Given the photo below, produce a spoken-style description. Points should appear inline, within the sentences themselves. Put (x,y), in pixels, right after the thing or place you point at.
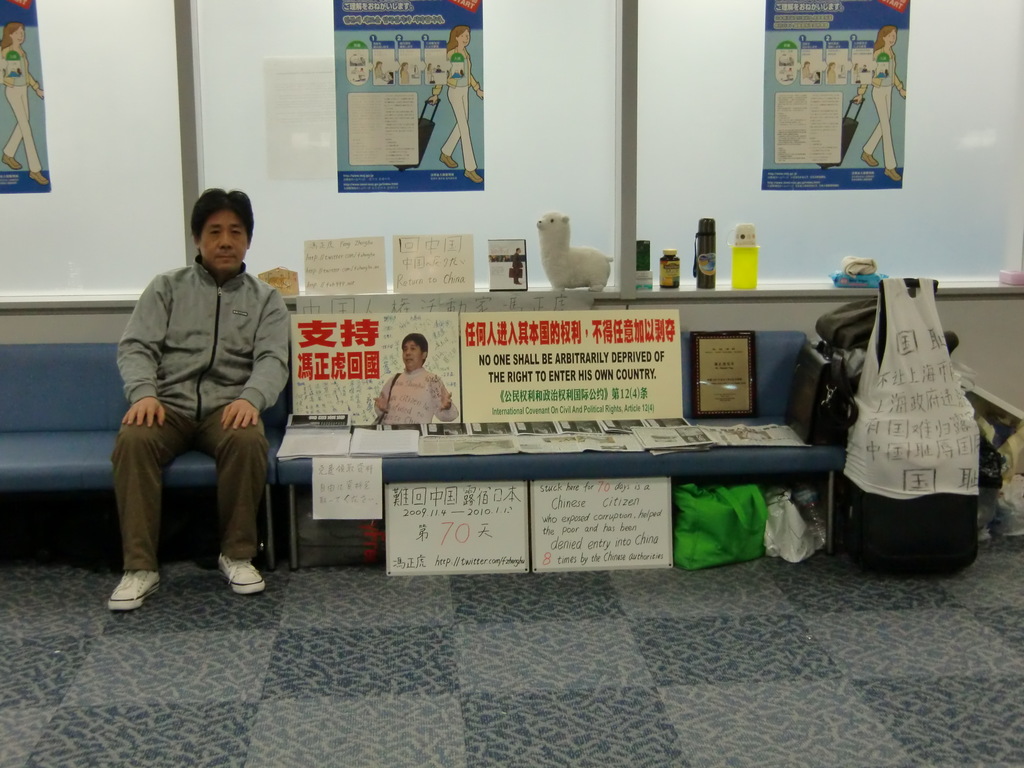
In this image, we can see posters (376,114) and some objects (558,259). There is a person (211,365) on the left side of the image (154,321) sitting on a bench (67,458). There is a luggage (914,501) on the right side of the image (878,427).
